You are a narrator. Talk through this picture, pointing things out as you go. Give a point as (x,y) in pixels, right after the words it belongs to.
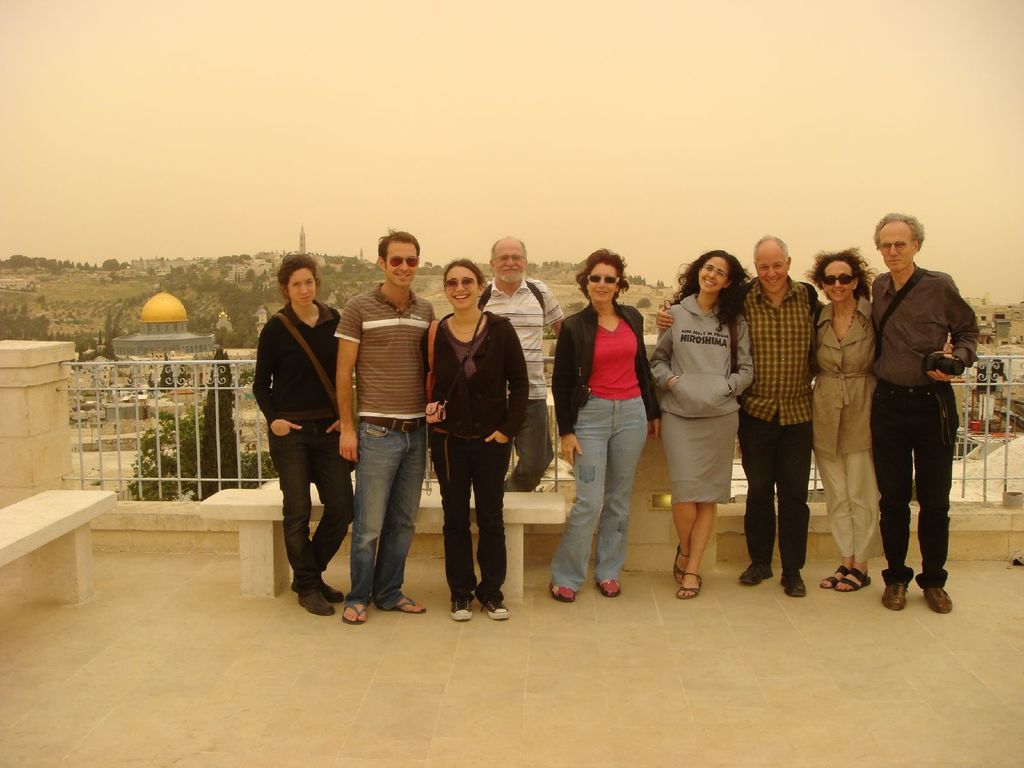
There are people (867,280) standing and this man (910,307) holding a camera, behind these people (940,313) we can see fence (173,380) and we can see stone benches (257,508). In the background (151,366) we can see building (170,299), trees (331,291) and sky (794,106).
